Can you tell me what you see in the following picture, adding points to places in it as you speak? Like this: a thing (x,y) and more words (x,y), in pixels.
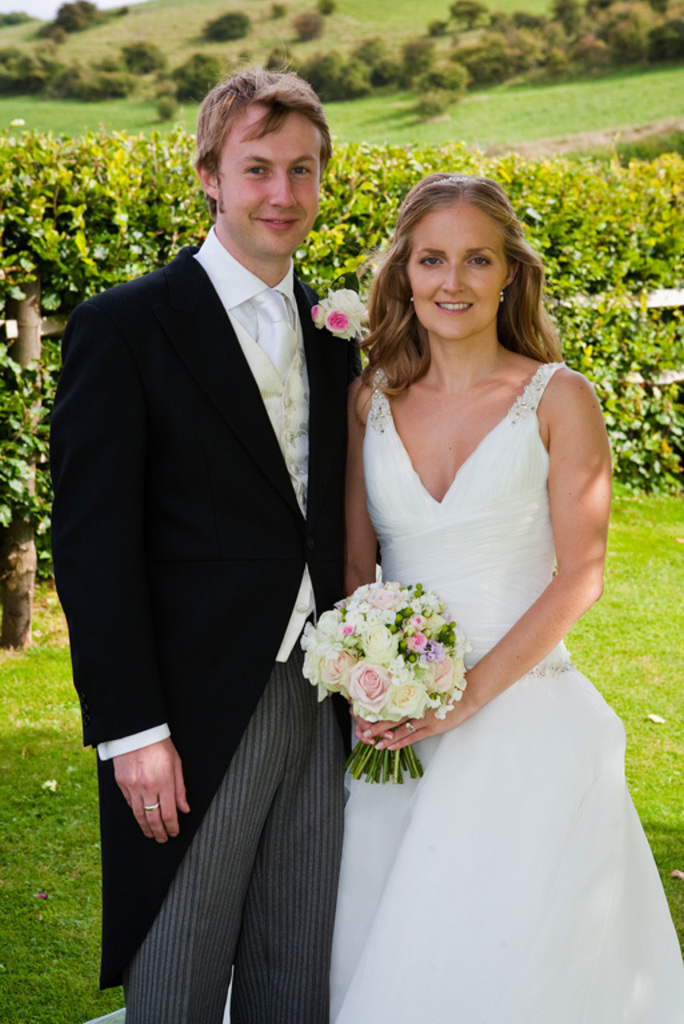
In the picture we can see a man (100,507) and a woman (496,826) standing seems like they are married, a woman (435,438) is wearing a white dress (505,826) and holding a flower bouquet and the man (91,507) is wearing a blazer (83,504) with tie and shirt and in the background (619,169) we can see a grass surface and plants (664,252).
